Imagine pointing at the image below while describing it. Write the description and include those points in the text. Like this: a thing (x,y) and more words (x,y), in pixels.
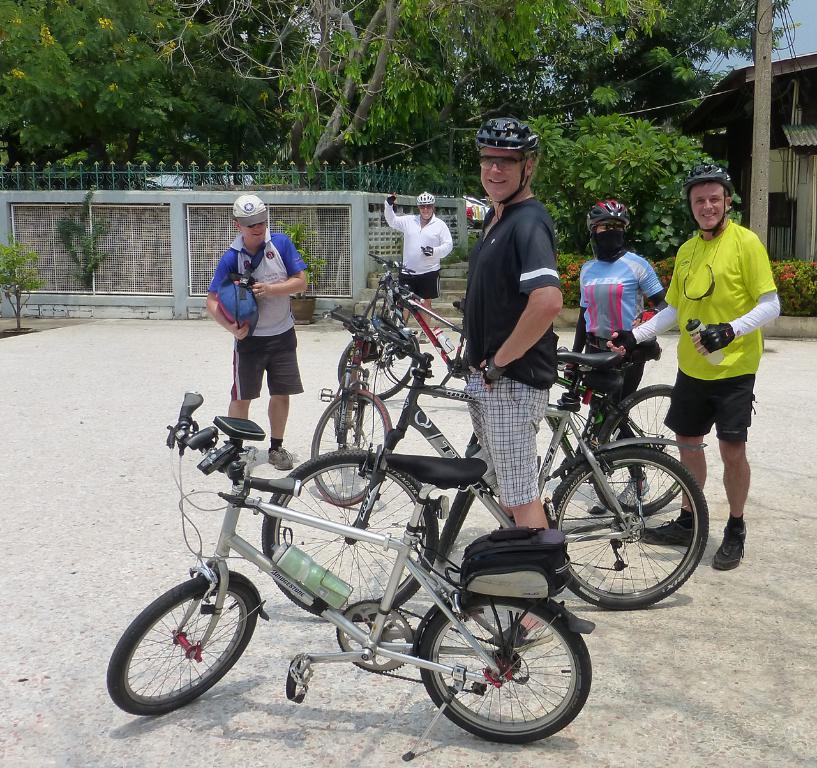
In the middle of the image (484,348), five persons (266,281) are standing in front of the bicycle (338,366) and four (518,199) are wearing a helmet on their head (508,177) which are standing on the road (69,421). On the right top (722,90), a building (792,190) is visible. In the background (384,163) trees (207,156) are visible and a sky (783,37) of blue in color. In the middle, a fence (194,283) is there. This image is taken during day time on the road (273,609).
